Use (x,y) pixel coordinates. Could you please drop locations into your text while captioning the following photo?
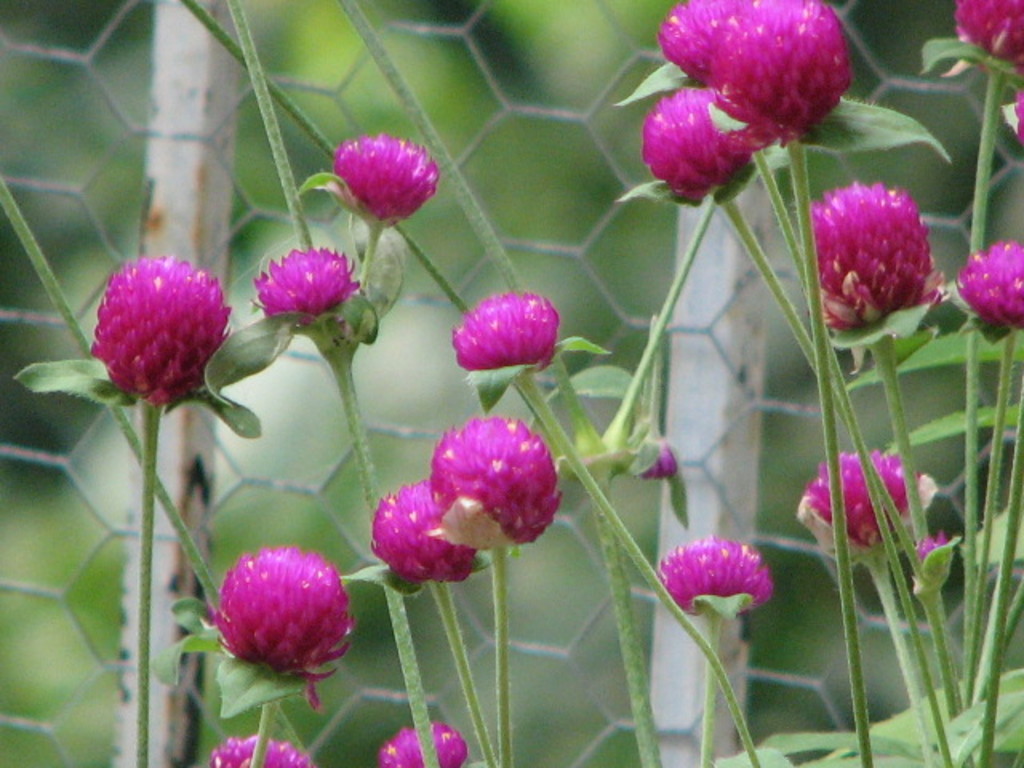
In this picture I can see many pink flowers (322,281) on the plant (994,617), beside that I can see the fencing (681,389). In the background (490,284) I can see the blur image.
